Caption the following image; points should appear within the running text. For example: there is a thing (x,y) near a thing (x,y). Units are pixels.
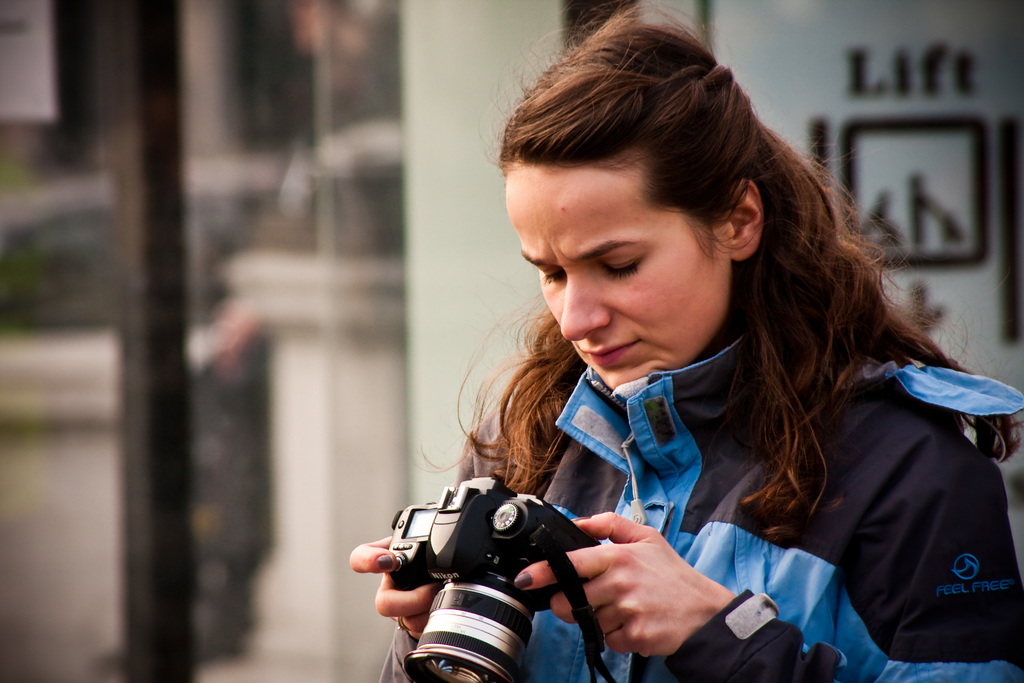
A girl (502,447) is holding a camera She wear a coat (829,450).
